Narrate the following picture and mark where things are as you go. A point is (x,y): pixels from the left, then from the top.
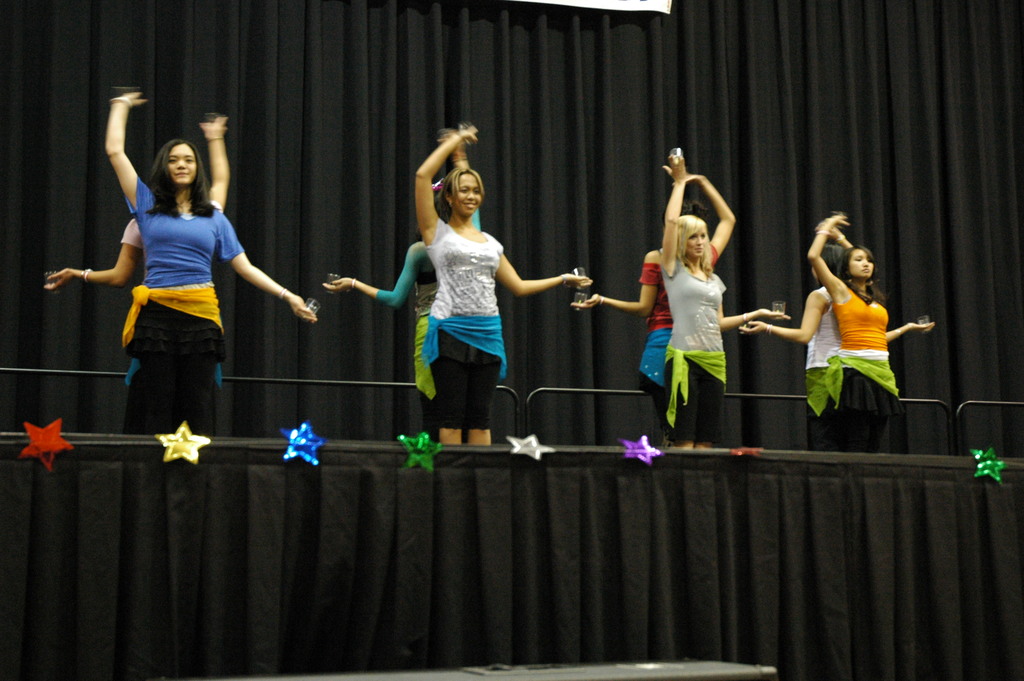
In the picture we can see some women (140,330) are dancing on the stage (323,542) and the stage (864,554) is decorated with stars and behind the women (144,373) we can see black color curtain (323,188).
